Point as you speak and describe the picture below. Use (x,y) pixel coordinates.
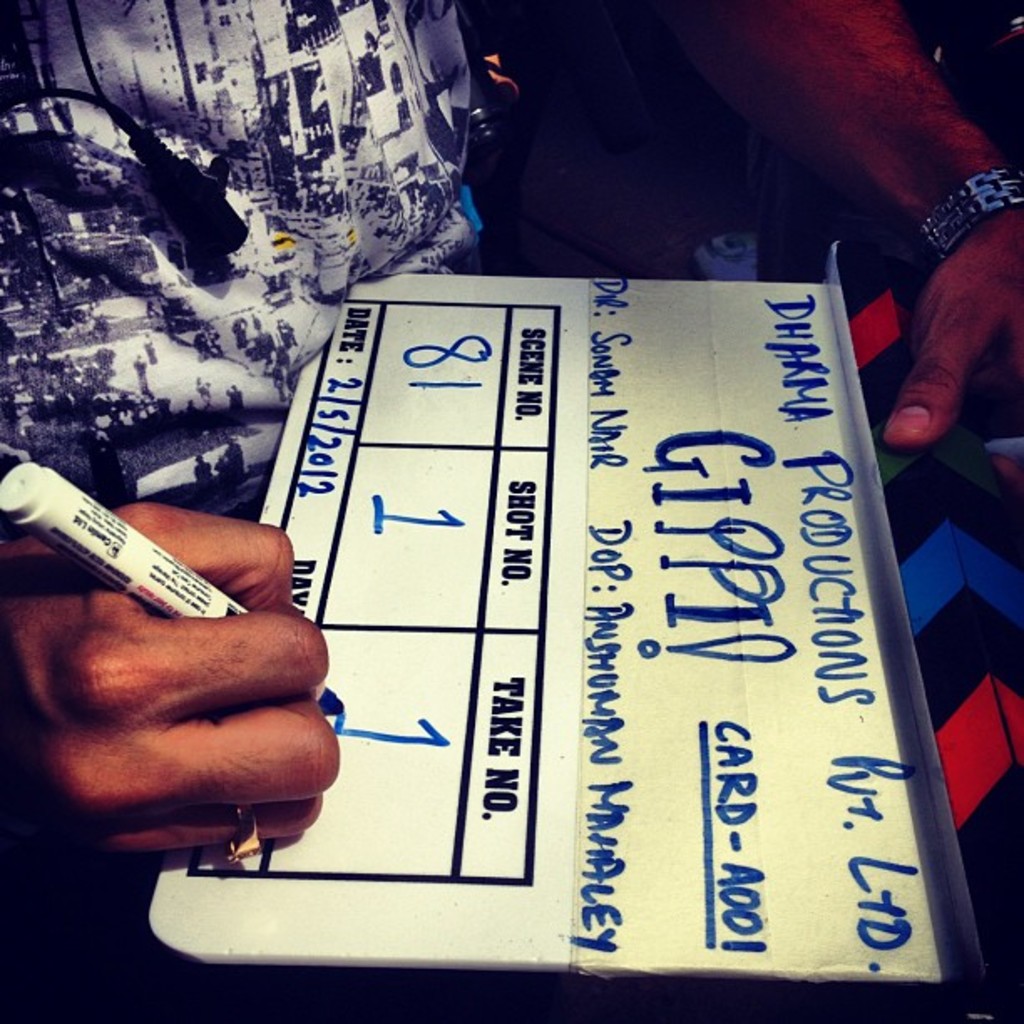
In this picture, we can see a truncated person (327,172) holding some objects (488,589) and writing on the board (371,802), we can see some text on the board (701,620), and we can see some object (963,787) in the bottom right corner (951,799).
